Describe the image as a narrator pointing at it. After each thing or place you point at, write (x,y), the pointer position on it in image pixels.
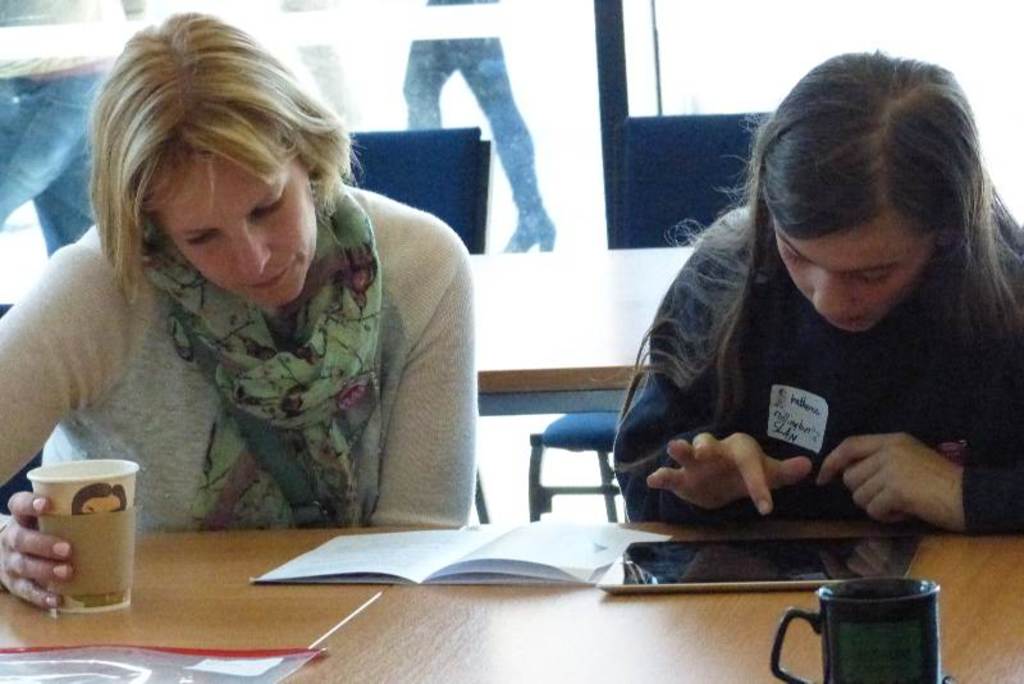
There are two women (906,481) sitting on a chair (2,495). One is playing with a mobile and the other woman (211,528) is reading a book (598,536) and she is holding a glass (109,605) in her hand (60,579).
